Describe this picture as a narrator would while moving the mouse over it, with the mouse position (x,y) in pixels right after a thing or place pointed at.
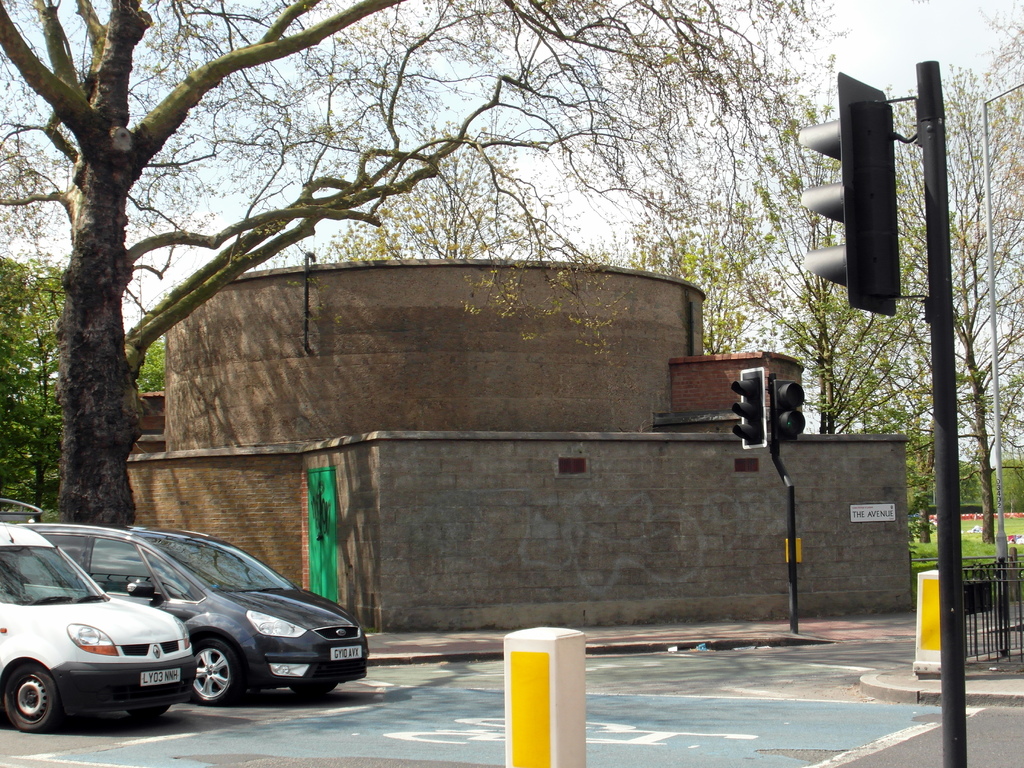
In this picture we can see poles (936,293), traffic signals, vehicles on the road (279,743), trees (134,359), walls (770,558), grass (977,546), fence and board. In the background of the image (956,15) we can see the sky (877,45).
